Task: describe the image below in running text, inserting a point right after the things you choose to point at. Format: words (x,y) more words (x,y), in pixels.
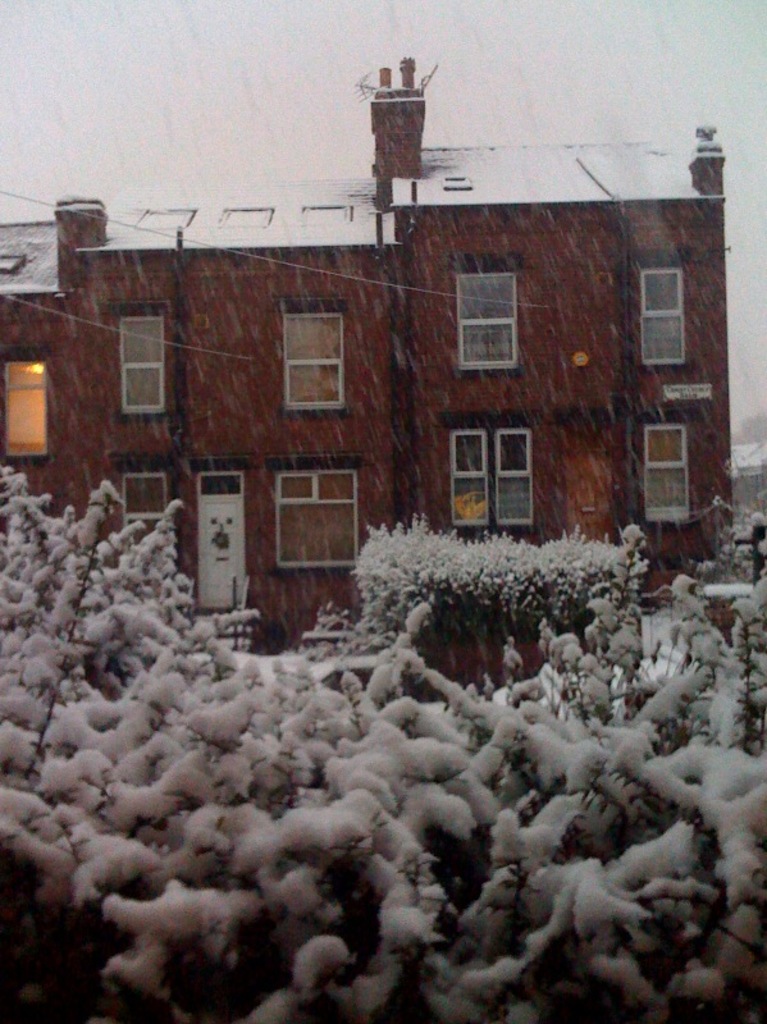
This image is taken outdoors. At the top of the image (199,79) there is the sky (377,48) and there is a snowfall (172,190). In the middle of the image (306,428) there is a building (279,443) with walls (255,329), windows (323,484), a door (229,557) and a roof (216,231). At the bottom of the image (589,890) there are a few plants (169,635) covered with snow (177,812).
